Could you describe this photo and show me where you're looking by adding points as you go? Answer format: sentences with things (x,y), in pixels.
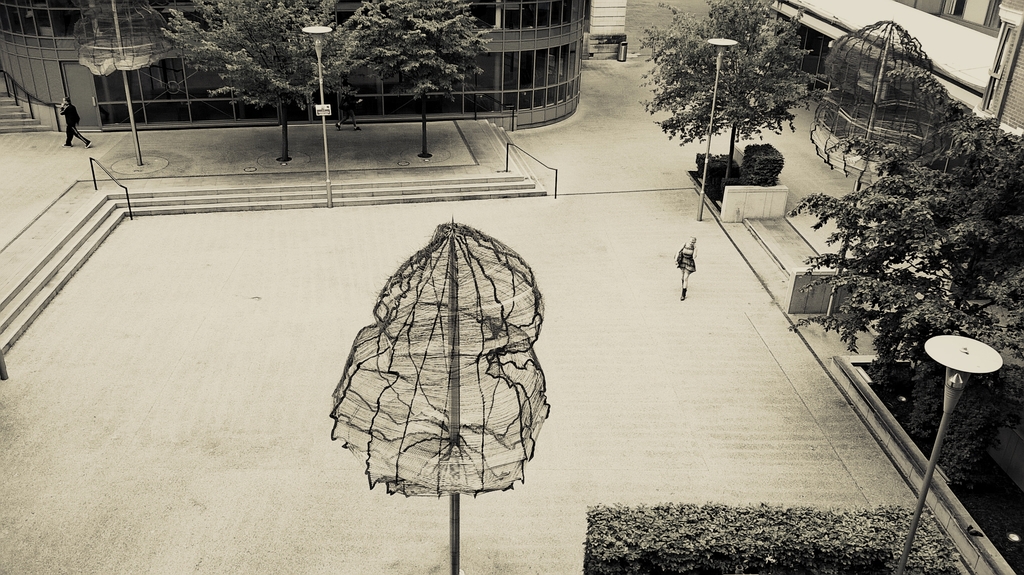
In the image we can see there are people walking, they are wearing clothes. We can even see light poles (946,413), trees (941,312), stairs (83,266) and footpath (585,247). We can even see there are buildings (975,35) and hedges (792,523).
